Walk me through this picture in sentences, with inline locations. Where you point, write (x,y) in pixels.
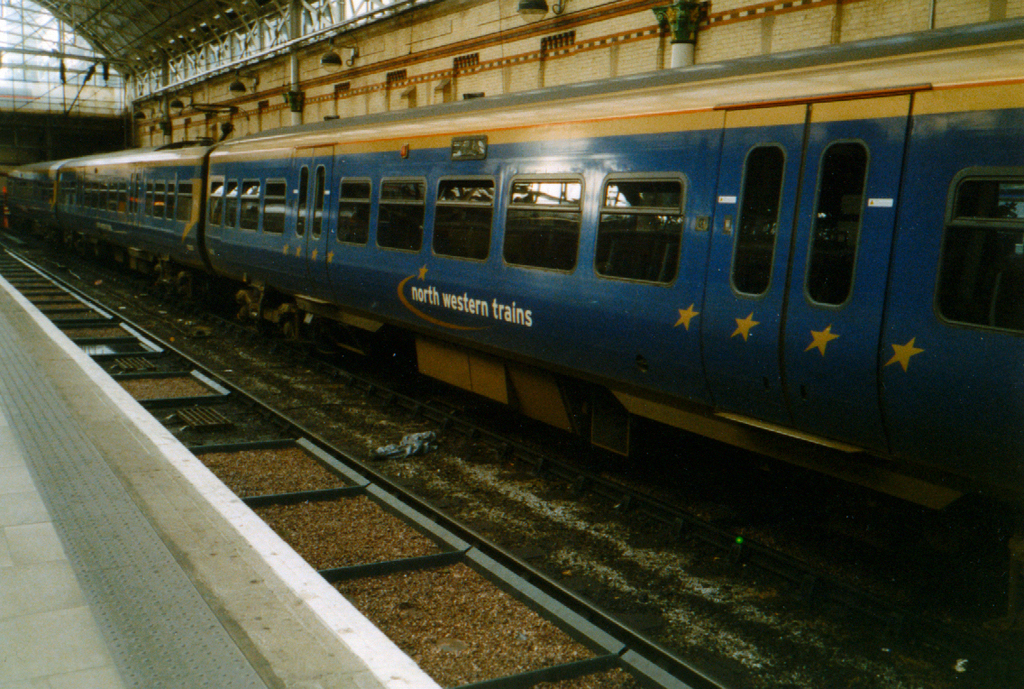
In this picture we can see the train (712,357) on railway track (631,500). On the bottom left (139,623) there is a platform (143,640). On the top (163,47) we can see a shed (82,37). Here we can see lights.
